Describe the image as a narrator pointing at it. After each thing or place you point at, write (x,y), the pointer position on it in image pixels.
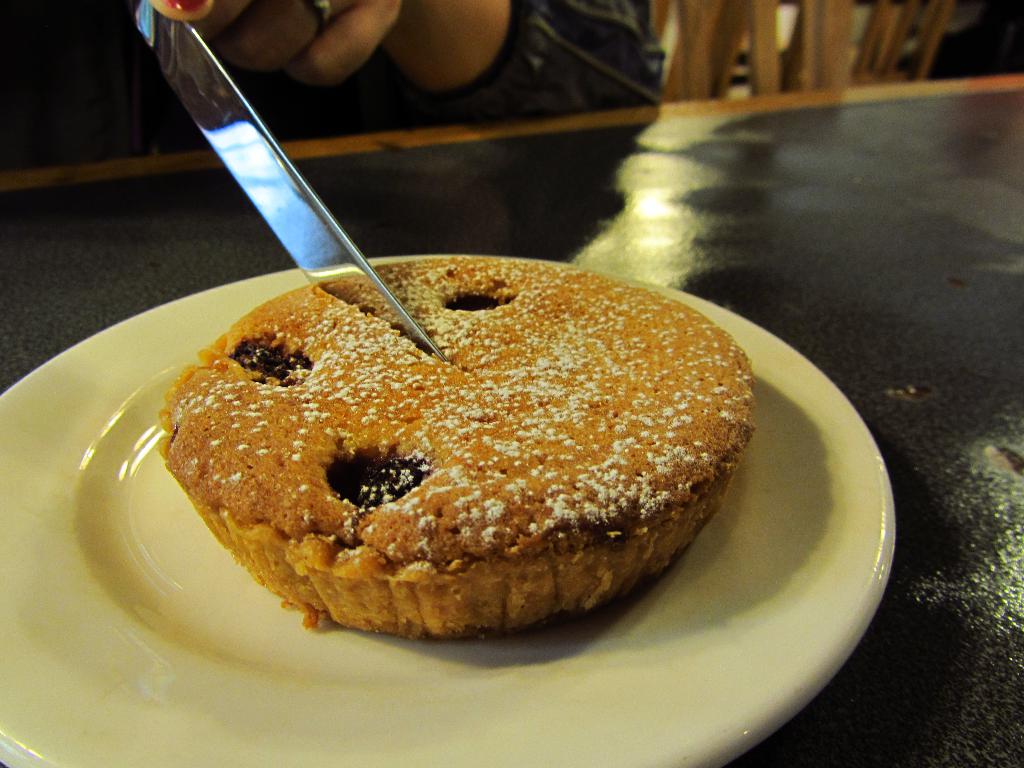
In this picture I can observe some food (404,419) placed in the plate (162,587). It is looking like a cake (380,376). This plate (331,636) is placed on the table (850,307). I can observe a knife (273,174) cutting the cake (531,488).
